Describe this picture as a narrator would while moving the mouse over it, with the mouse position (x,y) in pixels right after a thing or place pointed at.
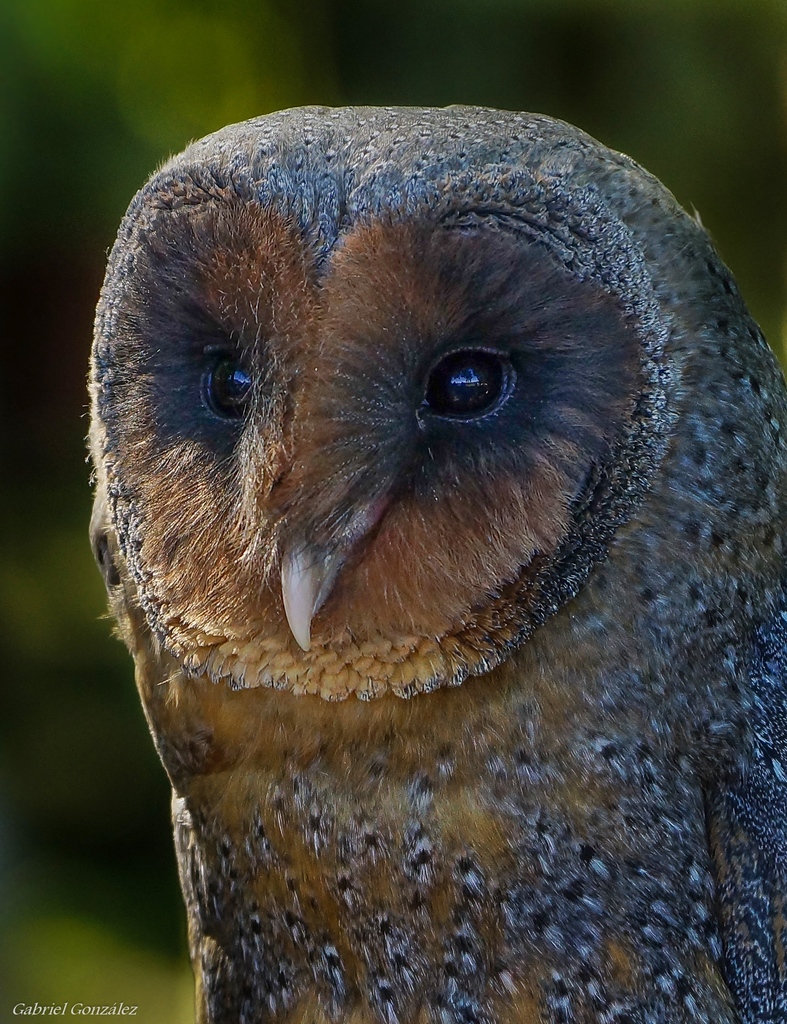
In this image I can see an owl (380,617). The background of the image (80,737) is blurred.
